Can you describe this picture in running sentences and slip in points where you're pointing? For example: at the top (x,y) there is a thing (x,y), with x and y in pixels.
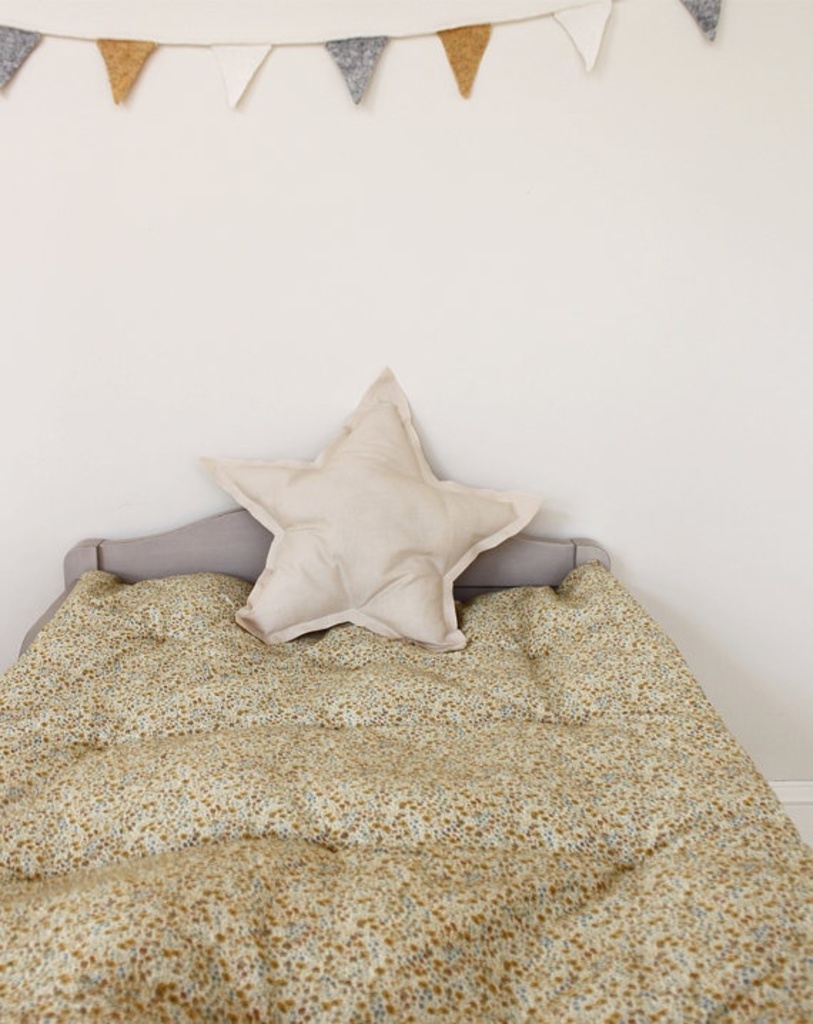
In this picture I can see a bed (430,792) on which I can see a white color pillow (360,581) and blanket (412,872). In the background (337,262) I can see white color wall (296,253) and some objects (352,54).
